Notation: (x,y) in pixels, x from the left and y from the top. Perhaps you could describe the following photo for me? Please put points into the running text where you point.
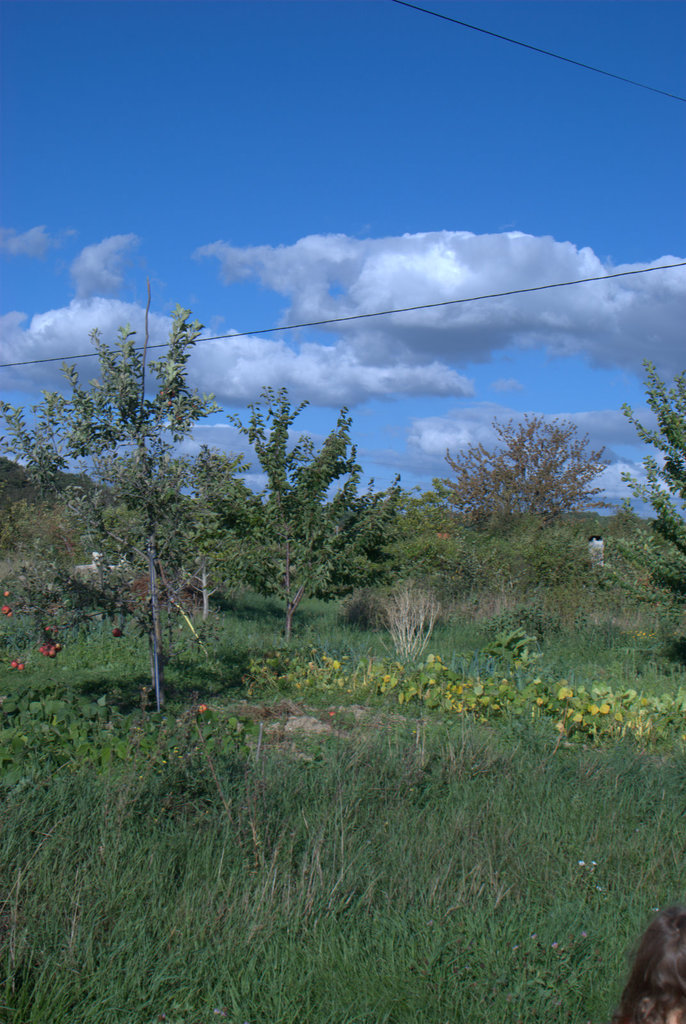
In this picture I can see grass (506,879), there are plants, trees (11,572), and in the background (453,317) there is the sky (285,201).
